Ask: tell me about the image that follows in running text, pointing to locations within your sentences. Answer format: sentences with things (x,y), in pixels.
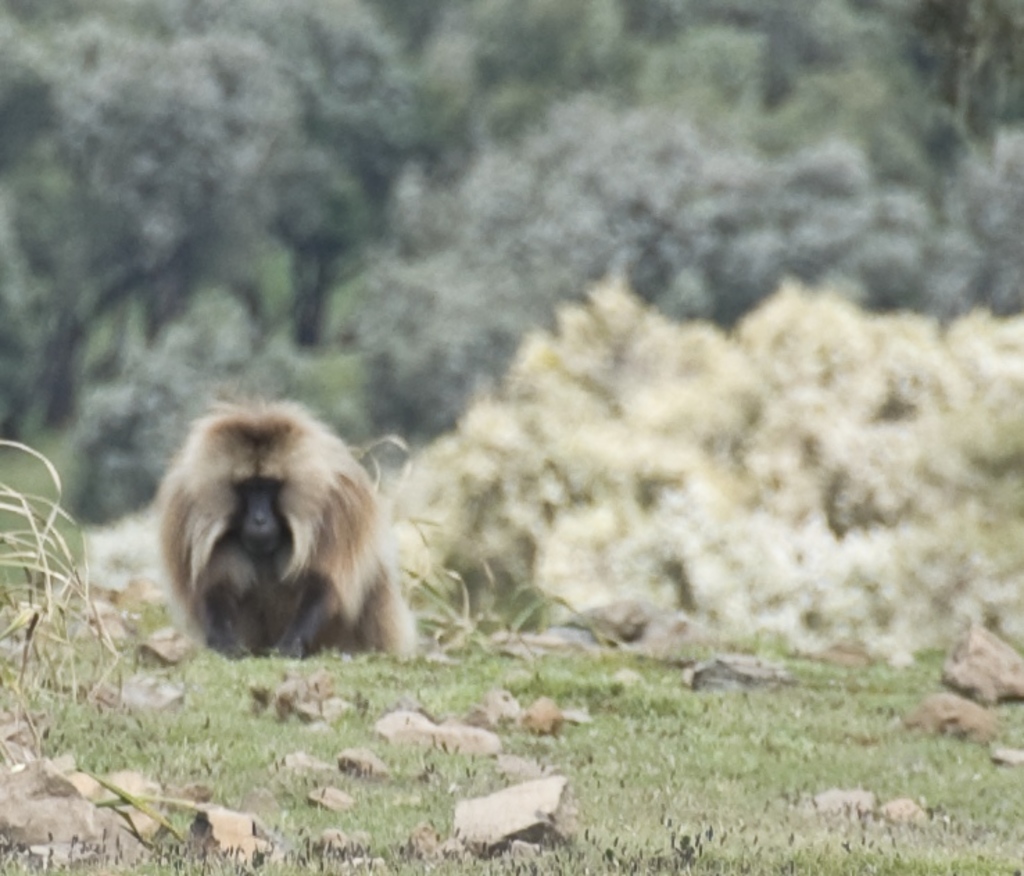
In this picture I can observe an animal (230,574) on the left side (277,565). It is looking like a monkey (230,569). I can observe some grass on the ground (525,683). The background (109,109) is blurred.
